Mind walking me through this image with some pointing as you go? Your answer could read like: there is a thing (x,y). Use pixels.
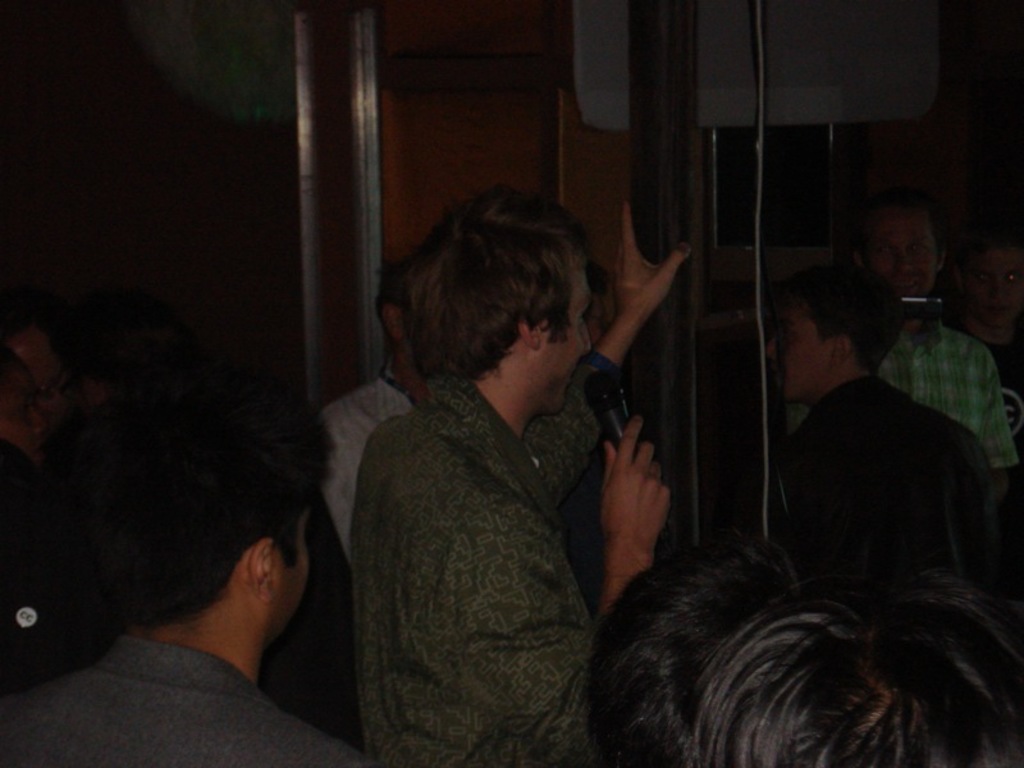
This picture is taken in the dark, where we can see a person (520,597) wearing shirt (425,570) is holding a mic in his hands (615,489) and standing at the center of the image (602,482). Here we can see a few more people (831,360) standing on the either side of the image.
